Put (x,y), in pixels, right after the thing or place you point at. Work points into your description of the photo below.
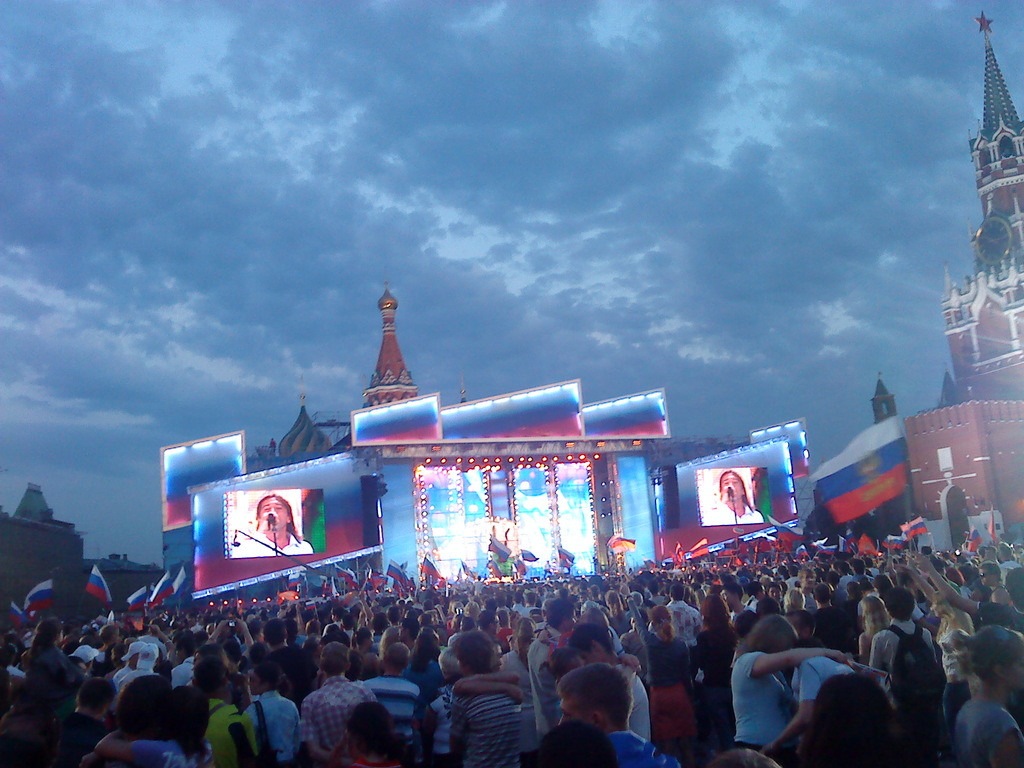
In this image, I can see a group of people (311,652), flags (140,599) and buildings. In front of the people (792,595), I can see a stage (406,482) with lights (418,471), boards (316,563) and screens (710,490) with the display of a same person (265,535). In the background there is the sky (158,288).
